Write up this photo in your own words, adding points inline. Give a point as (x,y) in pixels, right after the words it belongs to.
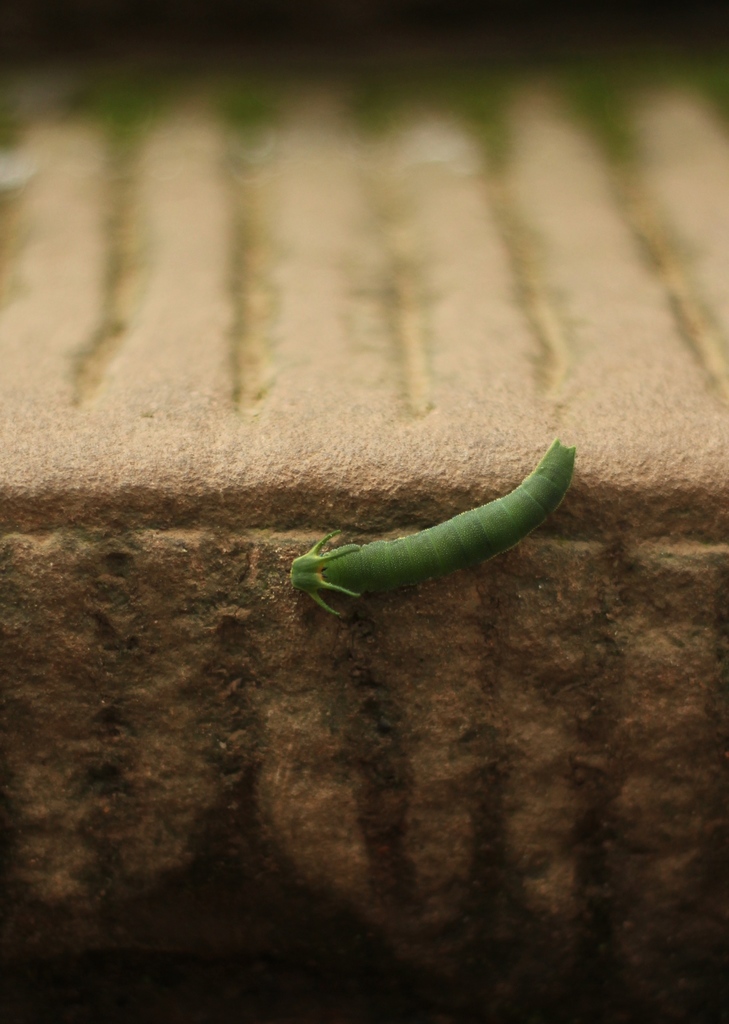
In this image there is a green colour worm (394,576) on the wall (307,595).
